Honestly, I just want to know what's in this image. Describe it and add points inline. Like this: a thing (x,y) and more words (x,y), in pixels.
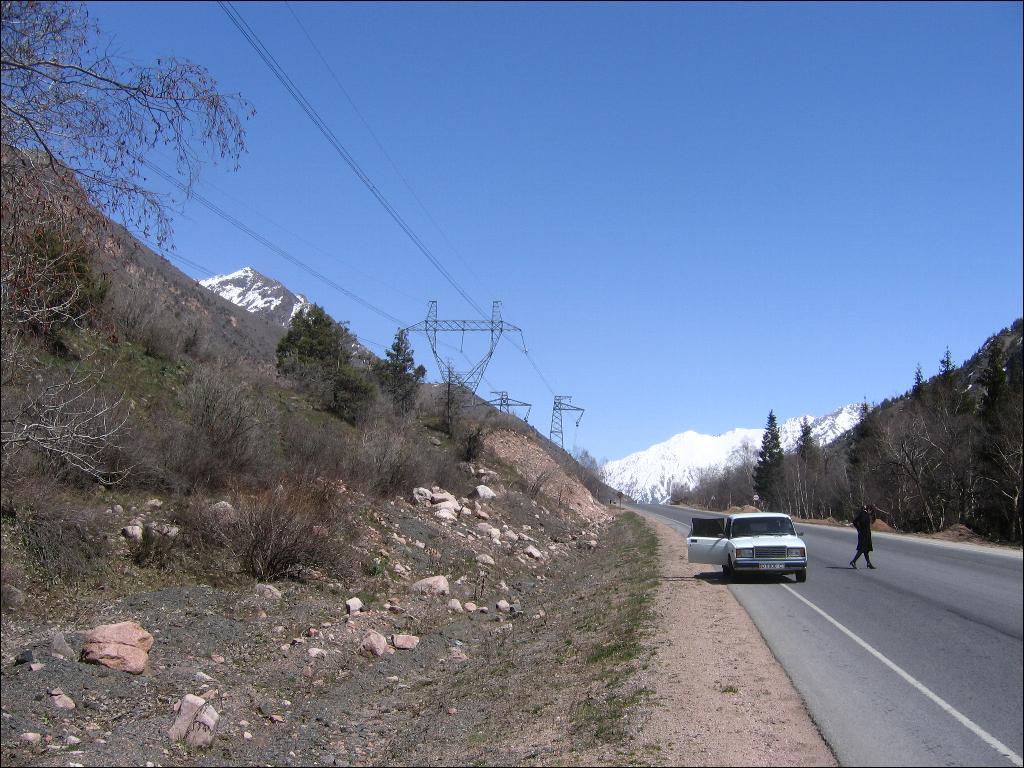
In this image there is a vehicle (758,554) parked on the road (810,641) and there is a person (866,555) walking. On the left (85,429) and right side of the image (918,408) there are trees (984,465) and mountains (391,496). On the left side of the image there are a few towers (436,344) and cables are connected to it. In the background (660,284) there is the sky (670,296).
